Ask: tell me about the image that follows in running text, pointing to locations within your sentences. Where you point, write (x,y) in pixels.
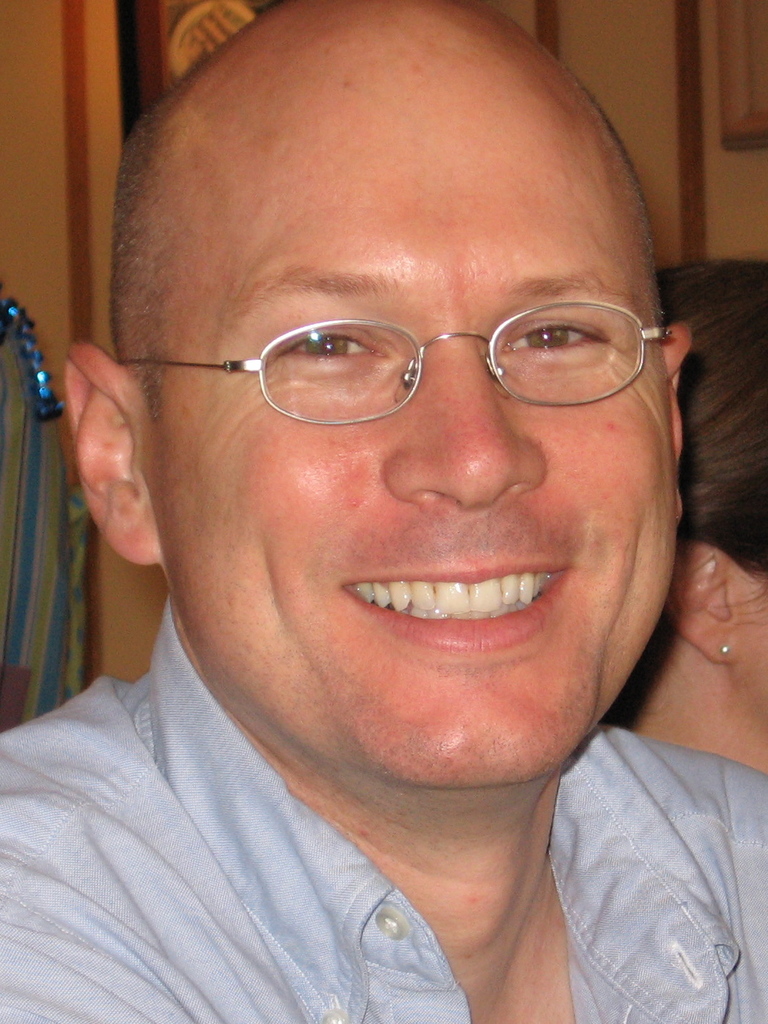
In this picture we can see a person (418,770), he is smiling and wearing a spectacles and in the background (14,677) we can see another person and some objects (25,680).
